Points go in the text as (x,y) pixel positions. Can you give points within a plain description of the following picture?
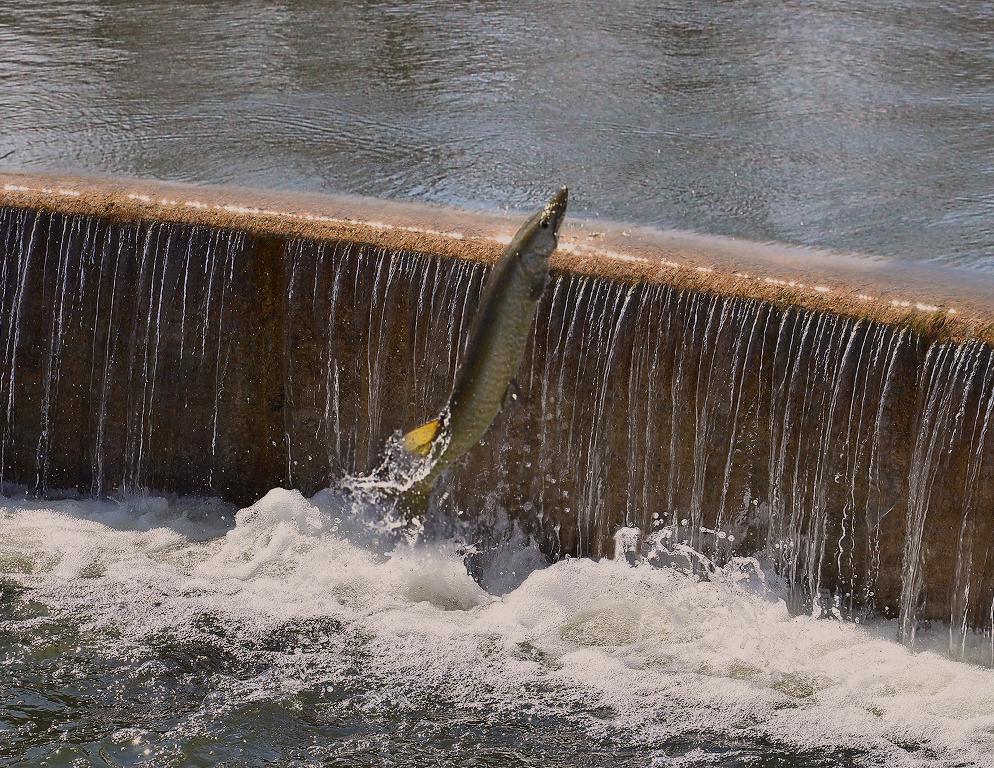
In the picture we can see a water fall (831,482) and from it we can see a fish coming out which is gray in color.
